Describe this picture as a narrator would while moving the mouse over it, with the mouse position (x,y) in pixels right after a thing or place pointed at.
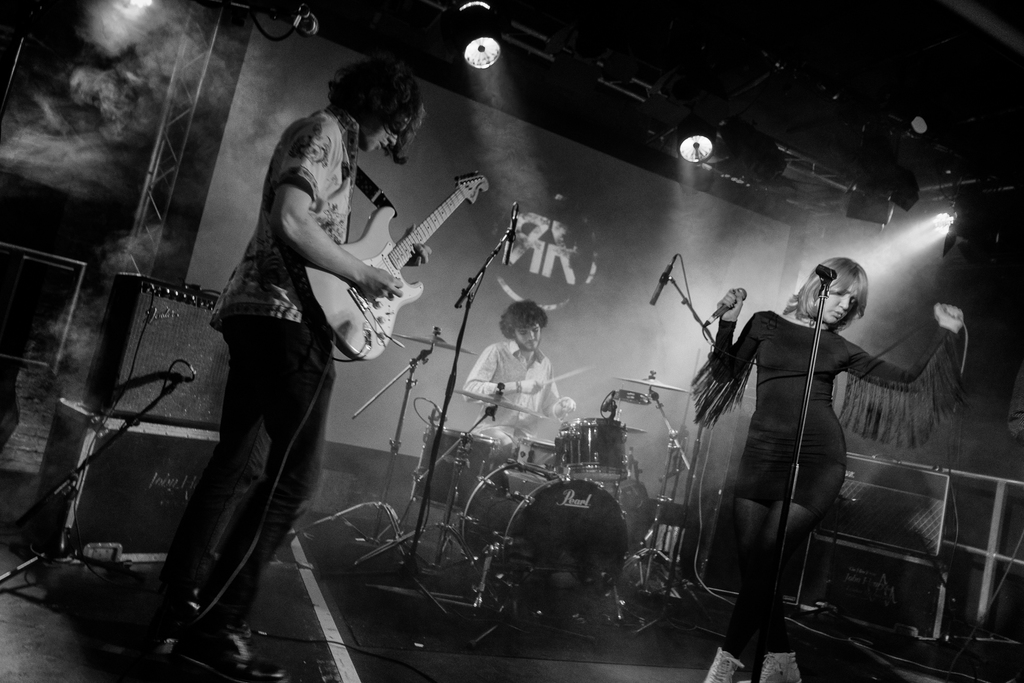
In this picture we can see three persons (493,366) where one is playing guitar (395,213) and other is playing drums (645,394) and here woman (745,342) standing holding mic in her hand (729,320) singing and dancing and in background (455,388) we can see wall (627,216), lights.
